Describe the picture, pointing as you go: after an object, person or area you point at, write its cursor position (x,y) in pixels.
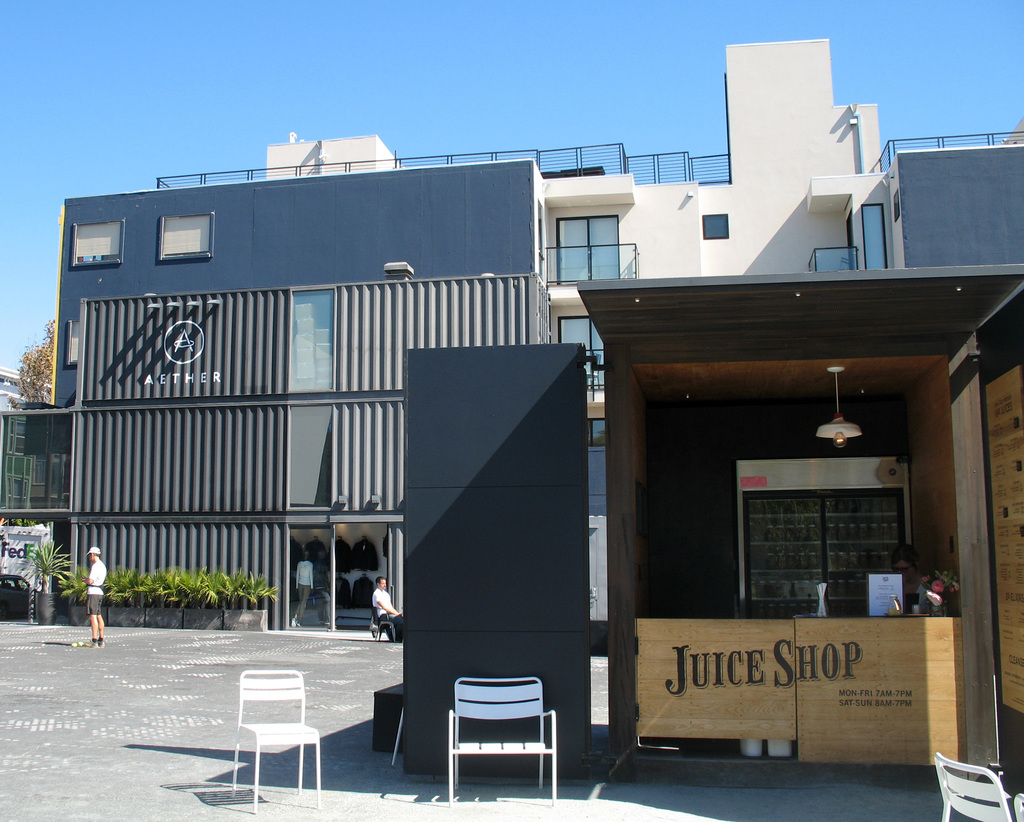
In this image there are buildings (507,251), shop (779,571) and chairs (279,735), in front of the building (366,629) there are plants (125,596) and a man (100,616) is standing and a man (382,626) is sitting on a chair (387,623), in the background (138,115) there is the sky (715,70).
